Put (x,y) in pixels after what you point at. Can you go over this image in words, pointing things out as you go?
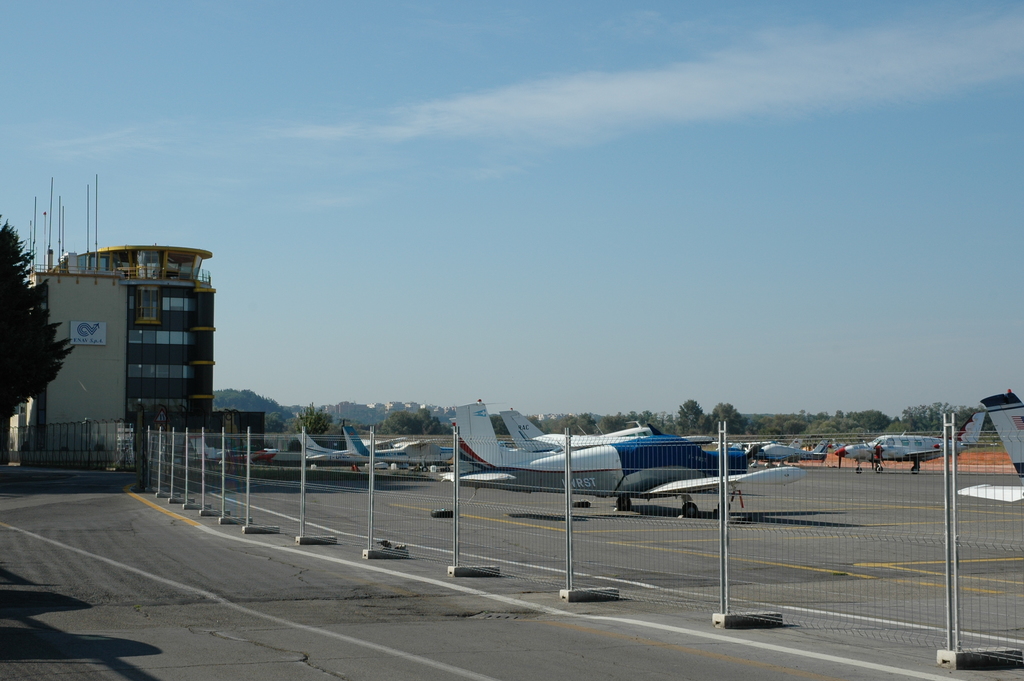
In this image I can see a fence (185,449) visible on road (320,567), beside the fence (539,494) I can see flights (648,447) and I can see building (83,345) and tree (29,360) on the left side (18,380), at the top (128,190) I can see the sky (802,245).
